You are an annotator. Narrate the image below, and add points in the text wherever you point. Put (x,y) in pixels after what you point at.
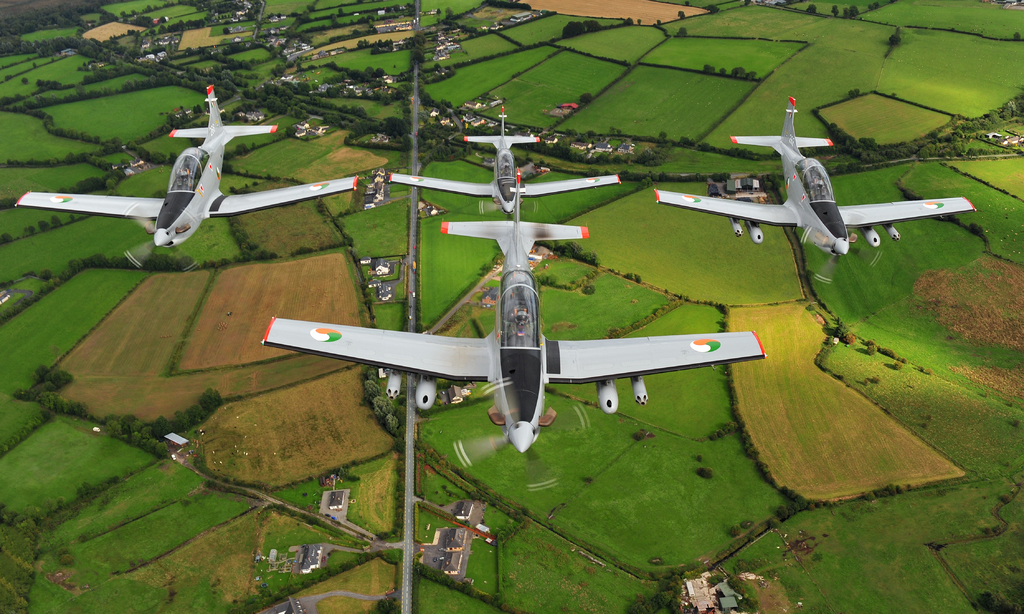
In this image we can see planes (816,171) are flying in the air. Here we can see ground (154,363), grass (218,431), plants (1015,601), trees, roads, and houses (459,538).
